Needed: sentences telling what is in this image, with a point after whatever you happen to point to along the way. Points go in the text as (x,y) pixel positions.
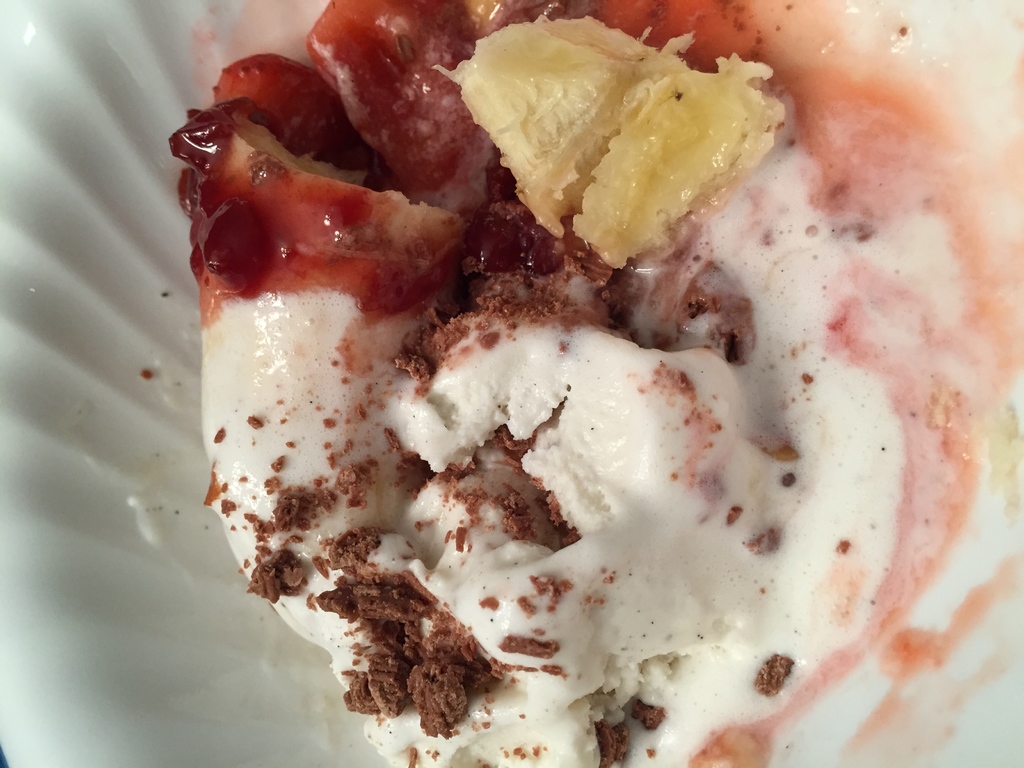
In the picture I can see food item (435,437) on white color surface (194,310).
